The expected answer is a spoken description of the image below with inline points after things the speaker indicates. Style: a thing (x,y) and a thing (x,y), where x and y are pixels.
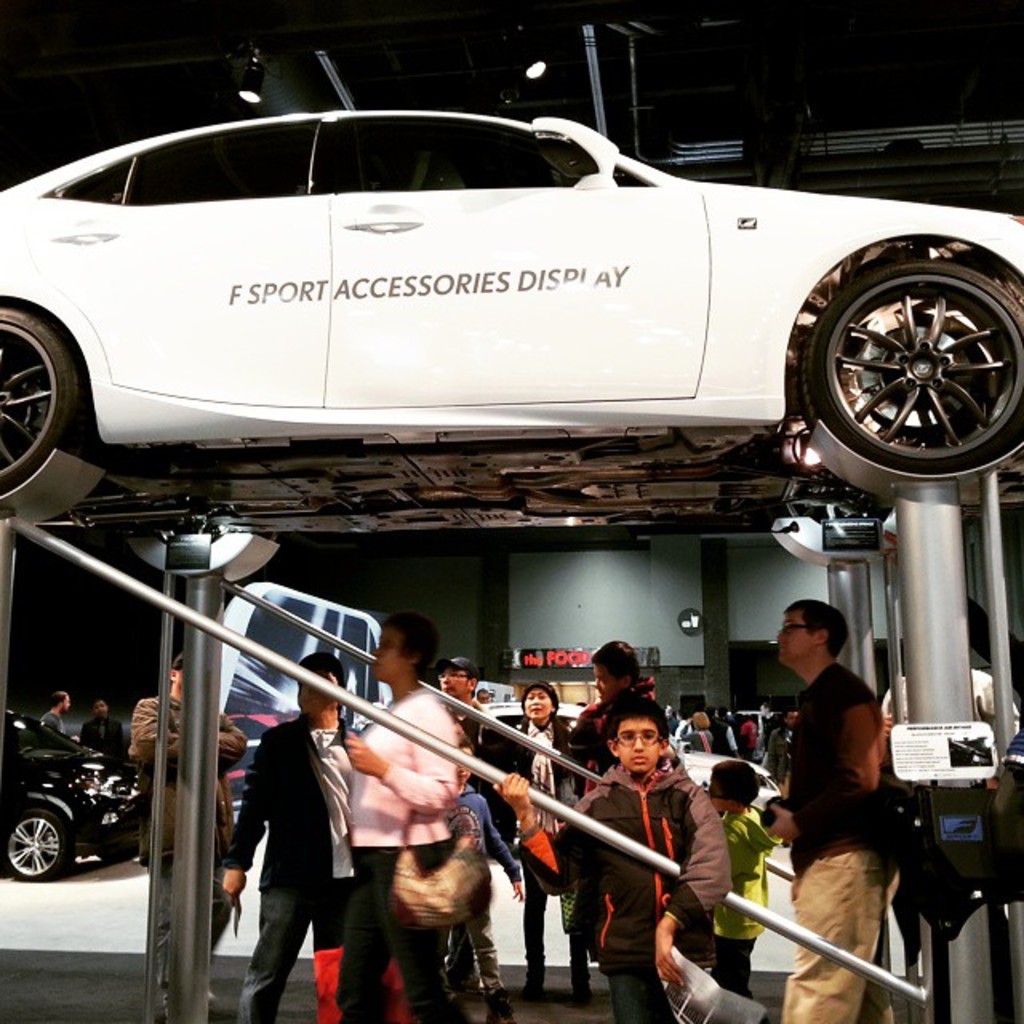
In this picture there is sports car (301,352) at the top side of the image (544,207) on the rods (945,616) and there are people (841,629) at the bottom side of the image (813,722), there are other cars (14,789) in the background area of the image (765,768).
